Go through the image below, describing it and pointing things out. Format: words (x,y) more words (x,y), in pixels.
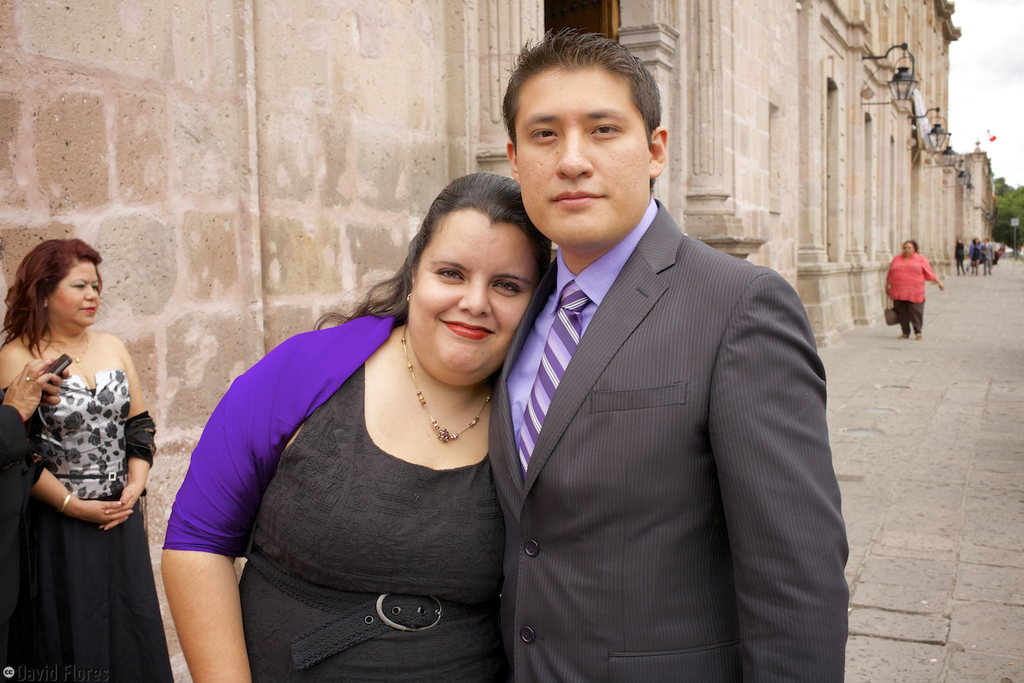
In this image, we can see few people (729,347). Here we can see a woman (459,469) and man (671,423) are seeing and smiling. Background (741,142) there is a walls (298,198) and lights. Right side of the image (1010,204), we can see trees (1004,217) and sky (970,84).
